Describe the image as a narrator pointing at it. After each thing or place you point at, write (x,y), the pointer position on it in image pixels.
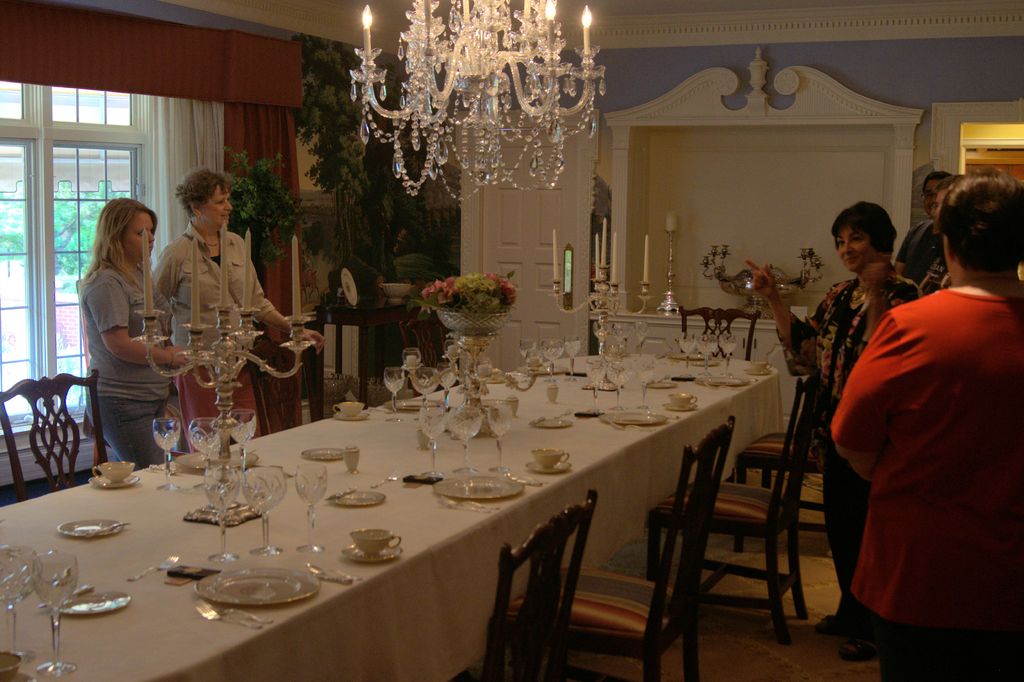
In the image we can see there are people (914,430) who are standing and on table (552,433) there are plate (496,484), spoon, knife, wine glasses (502,420) and in between there is vase (465,333) in which there are flowers (487,295) and on top (469,54) there is chandelier (500,102) and there is stand of candles (610,295) in which candles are kept.
